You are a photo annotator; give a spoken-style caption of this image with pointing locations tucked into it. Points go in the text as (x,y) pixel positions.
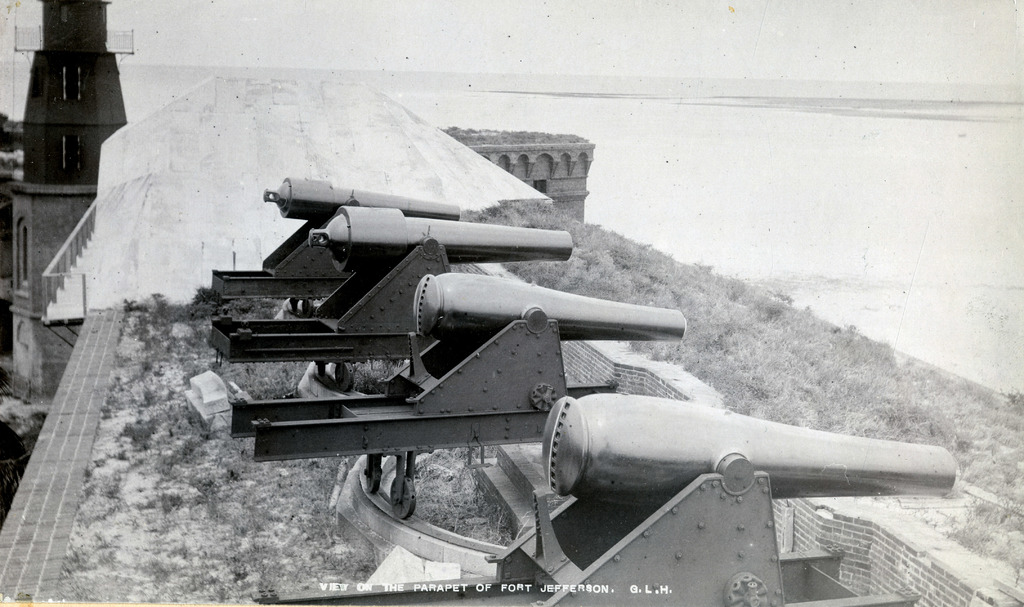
In this image there are a few cannon guns (524,293) on top of the fort (276,96), beside the guns (511,282) there is the fort (455,177), grass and some text (517,590) at the bottom (502,590).
